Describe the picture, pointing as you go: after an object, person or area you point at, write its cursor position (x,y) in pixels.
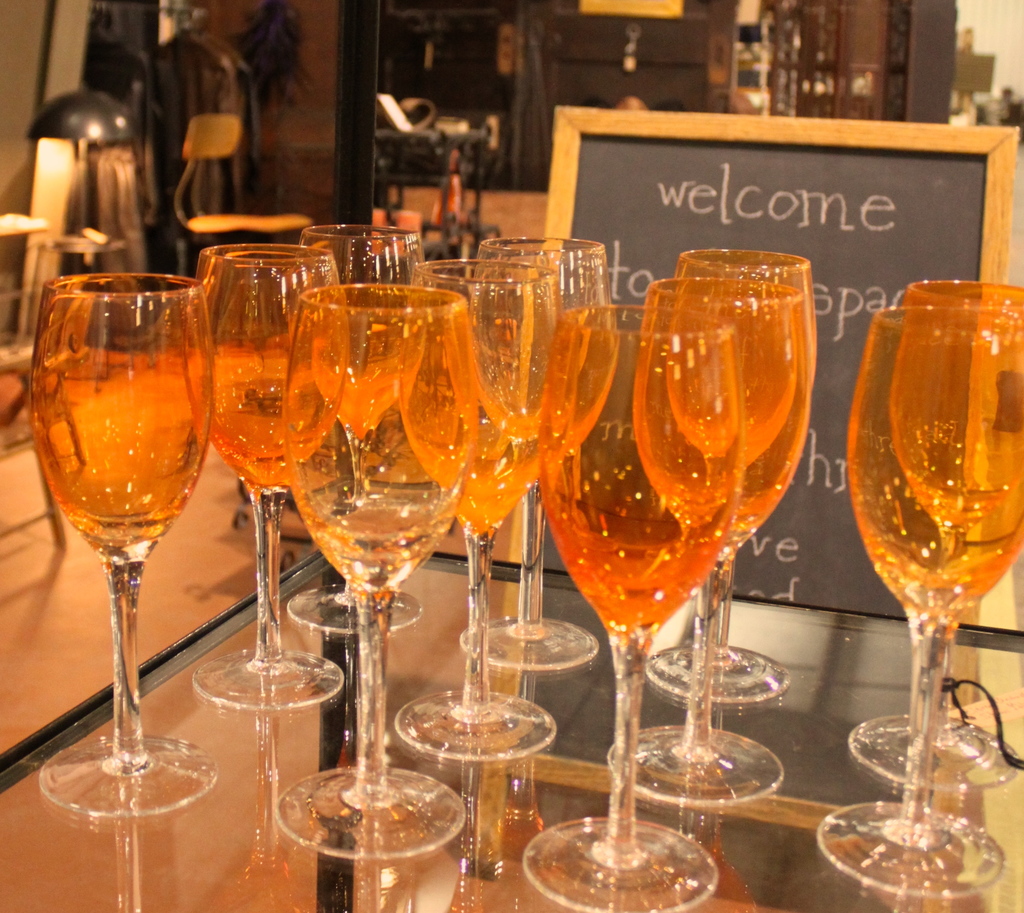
In this picture we can see few glasses (329,540) on the table (499,670), beside to the glasses (544,449) we can find a board (629,237), in the background (202,137) we can find lights (60,154) and chairs (206,150).
